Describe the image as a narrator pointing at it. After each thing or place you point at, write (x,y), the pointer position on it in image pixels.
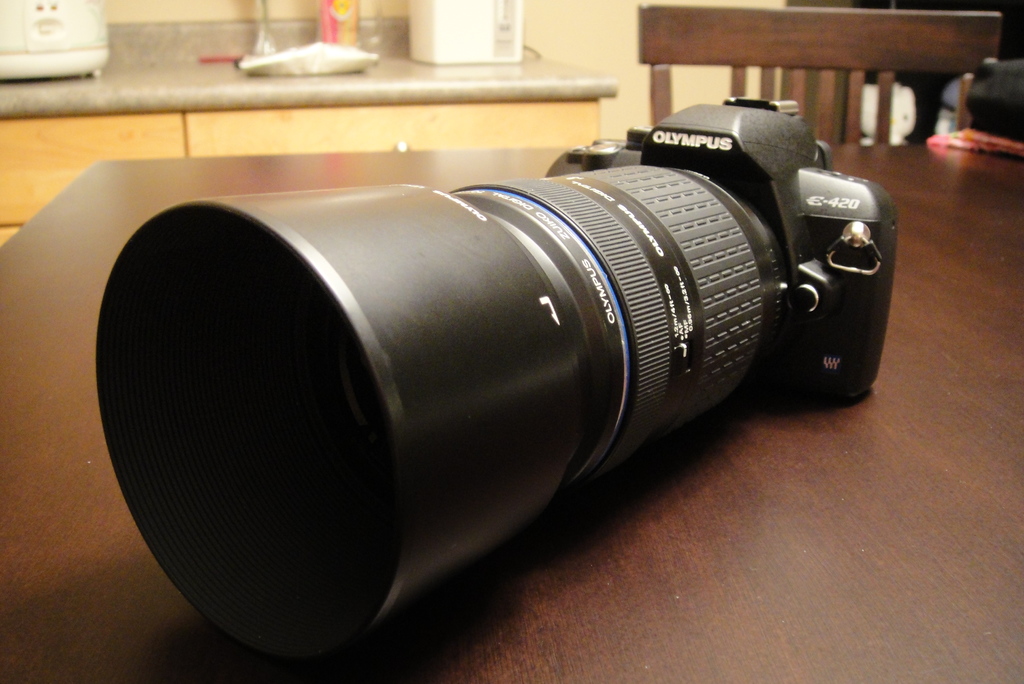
In this image, there is a table (974,302) and chair (960,95). This table (854,455) contains a camera (549,309). There is a counter top (527,78) in the top left of the image (206,99).
